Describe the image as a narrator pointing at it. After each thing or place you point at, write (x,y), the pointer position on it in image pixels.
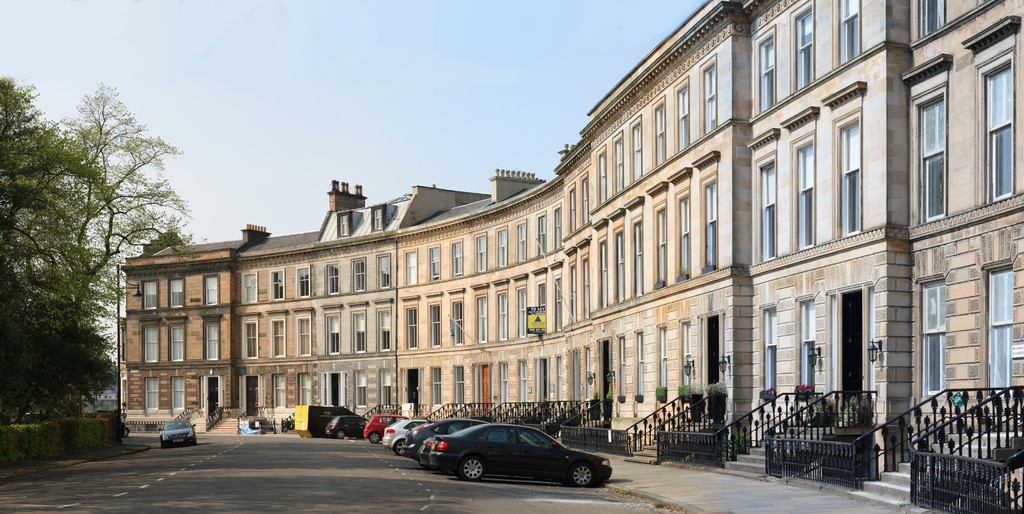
In this picture there is a building (497,241) and there is a tree (75,197) and there is a board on the building (508,287). In the foreground (521,437) there are vehicles (495,434) on the road (29,498) and there is a pole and there are plants (46,429) on the footpath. At the top (165,114) there is sky (214,128). At the bottom (325,508) there is a road (335,506).
